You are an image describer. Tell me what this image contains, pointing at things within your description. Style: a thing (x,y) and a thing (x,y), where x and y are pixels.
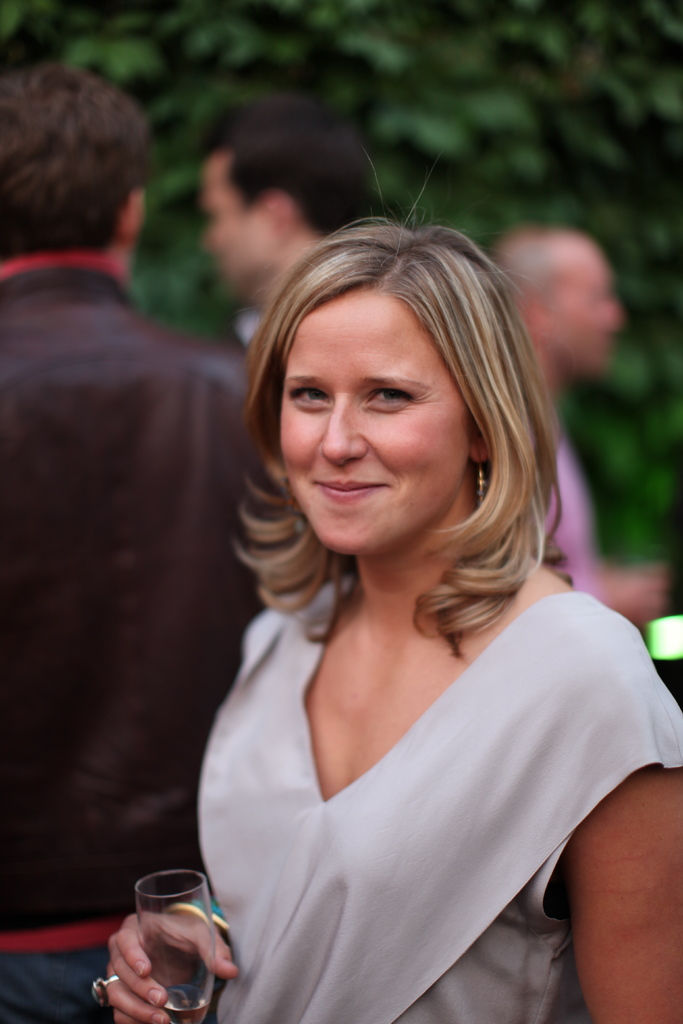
In this image there is a woman (589,938) standing and smiling by holding a glass (176,871) in her hand (150,1013), and the background there are group of persons (186,402) standing and a tree (427,195).
